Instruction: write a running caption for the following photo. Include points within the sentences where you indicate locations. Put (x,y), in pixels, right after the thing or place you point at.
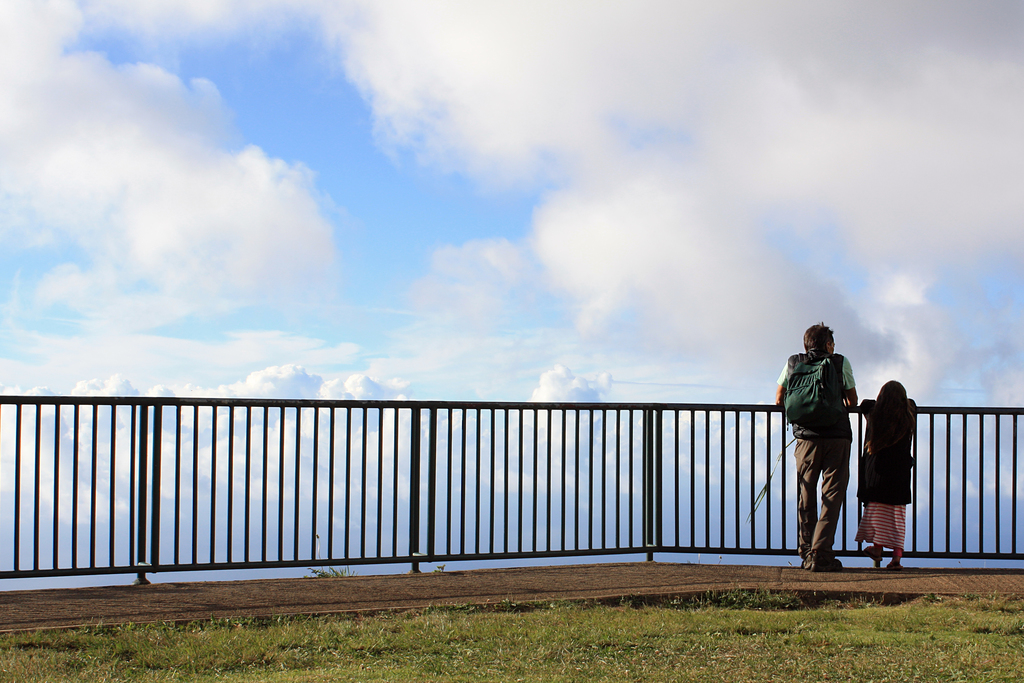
In this picture there are two people (809,433) standing and there is a man (829,430) carrying a bag (817,422) and we can see fence (685,485) and grass (583,657). In the background of the image (556,210) we can see sky (125,151) with clouds (125,151).
